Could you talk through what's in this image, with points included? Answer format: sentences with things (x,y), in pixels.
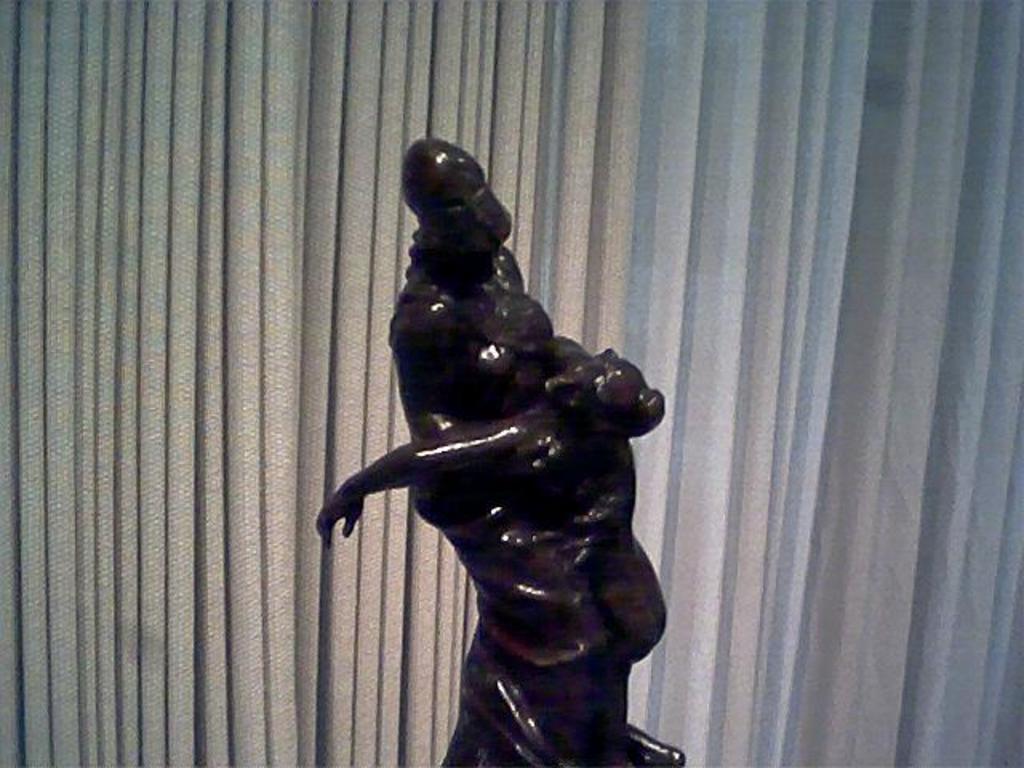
This picture shows a statue (543,389) and we see blinds (252,289) to the window (634,288). The statue (592,431) is brown in color.
